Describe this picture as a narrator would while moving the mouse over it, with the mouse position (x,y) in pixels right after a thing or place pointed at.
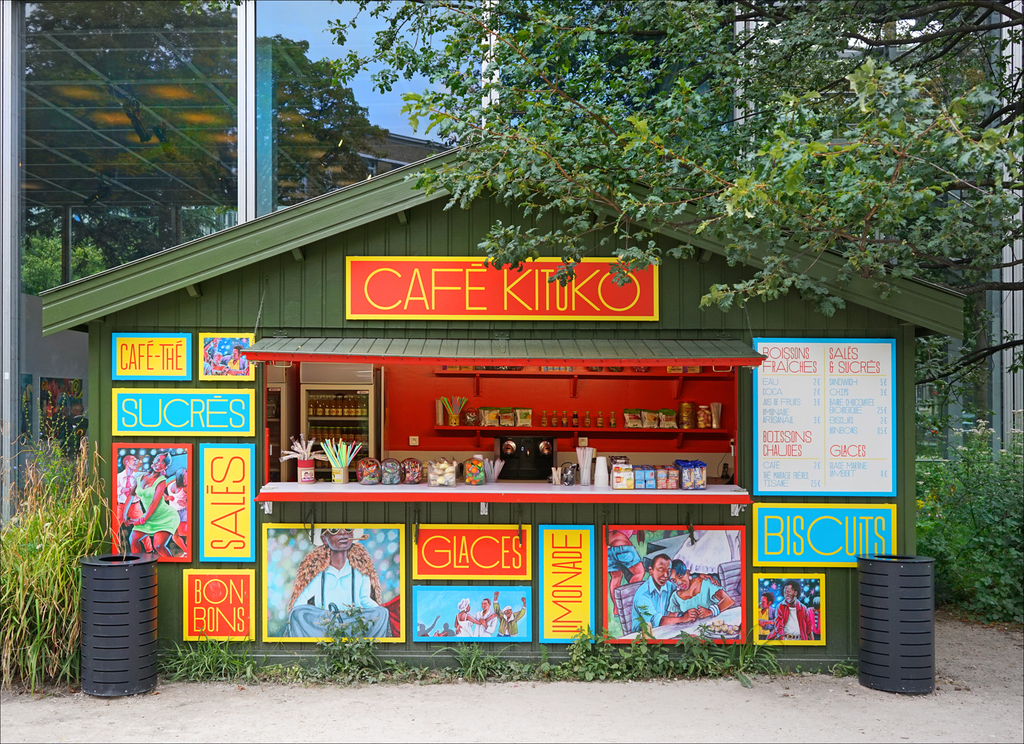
In this picture we can observe a store (522,392). There are different types of boards (361,570) fixed to the wall (176,437) of the store (480,587). The store (336,344) is in green color and we can observe blue, red and yellow color boards (393,585). There are two black color containers (903,615) on either sides of this store (382,505). We can observe some plants (49,624) and trees (695,145). In the background (312,13) there is a sky (318,28).
